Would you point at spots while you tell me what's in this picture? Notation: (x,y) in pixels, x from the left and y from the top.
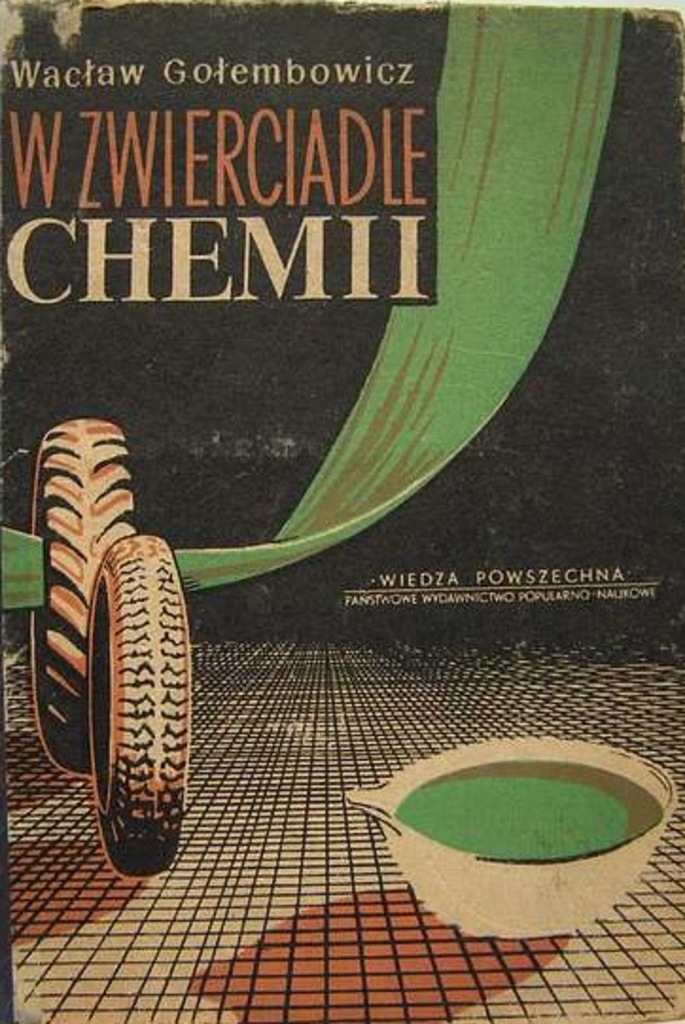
It is a poster. In this image, we can see tyres (139,730), bowl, cloth (323,513) and some text (21,74).
